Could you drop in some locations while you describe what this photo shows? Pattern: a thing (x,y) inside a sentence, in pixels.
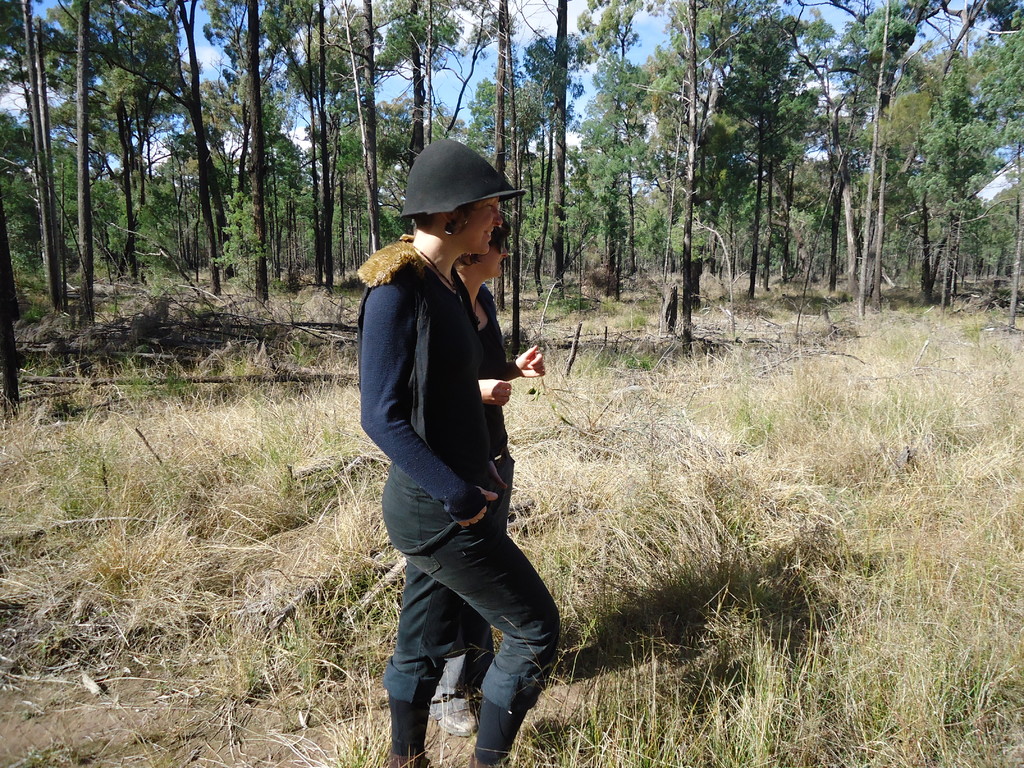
This image consists of two persons (447,475) wearing black dress (464,614) at the bottom (664,663), there is grass (607,666). In the background (608,122), there are trees (1005,208).
